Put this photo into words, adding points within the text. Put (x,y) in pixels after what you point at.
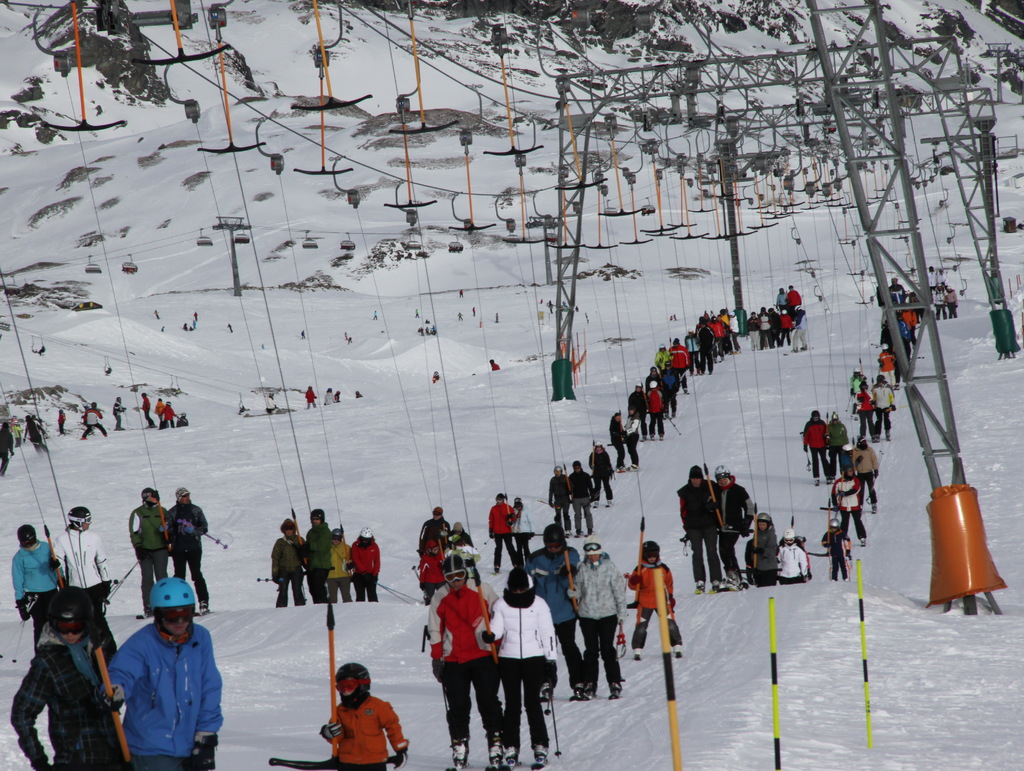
Many people (60,565) are skiing in the snow (624,541), these are the cables (747,439) in the top side of an image (398,95).
